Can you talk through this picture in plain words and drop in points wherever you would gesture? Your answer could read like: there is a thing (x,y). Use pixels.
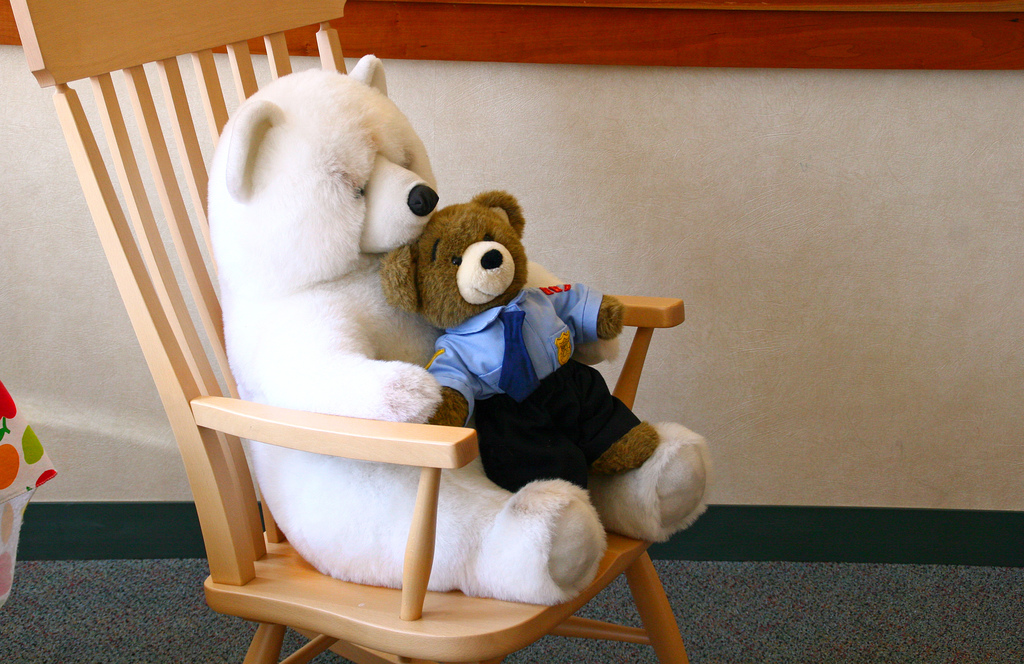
In this picture we can see a chair (373,614) in the front (422,575), there are two teddy bears (562,500) on the chair (366,625), in the background (767,132) we can see a wall (763,144), on the left side (3,465) there is a cloth (19,471).
